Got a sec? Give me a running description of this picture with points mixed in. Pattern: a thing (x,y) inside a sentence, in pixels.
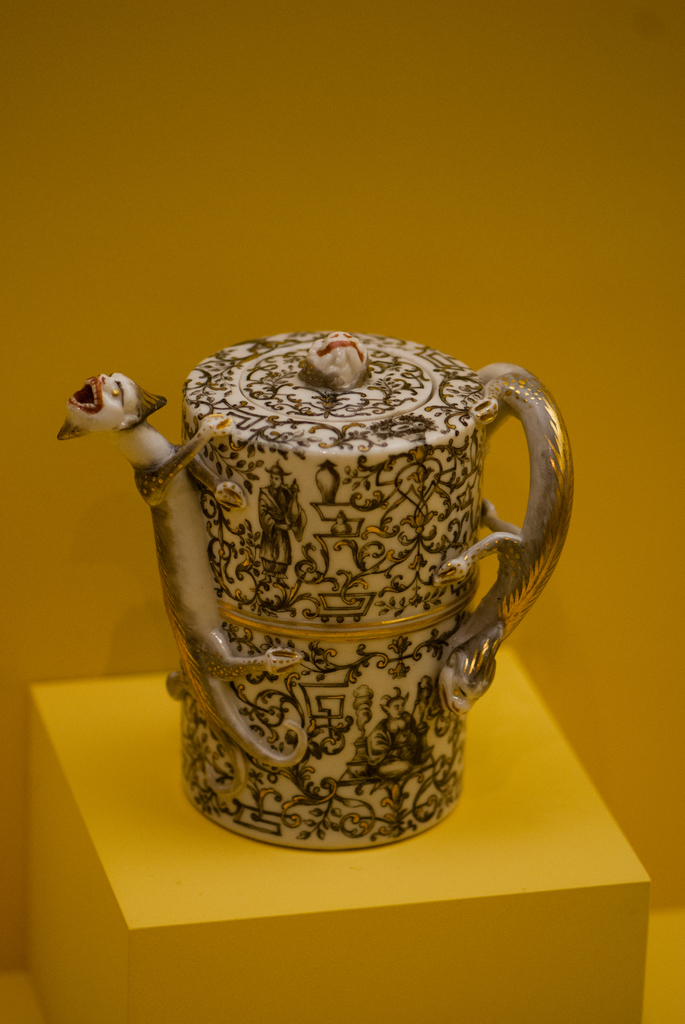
In this image we can see a jug (456,597) placed on the surface (396,892). In the background (514,205), we can see the wall (410,204).
